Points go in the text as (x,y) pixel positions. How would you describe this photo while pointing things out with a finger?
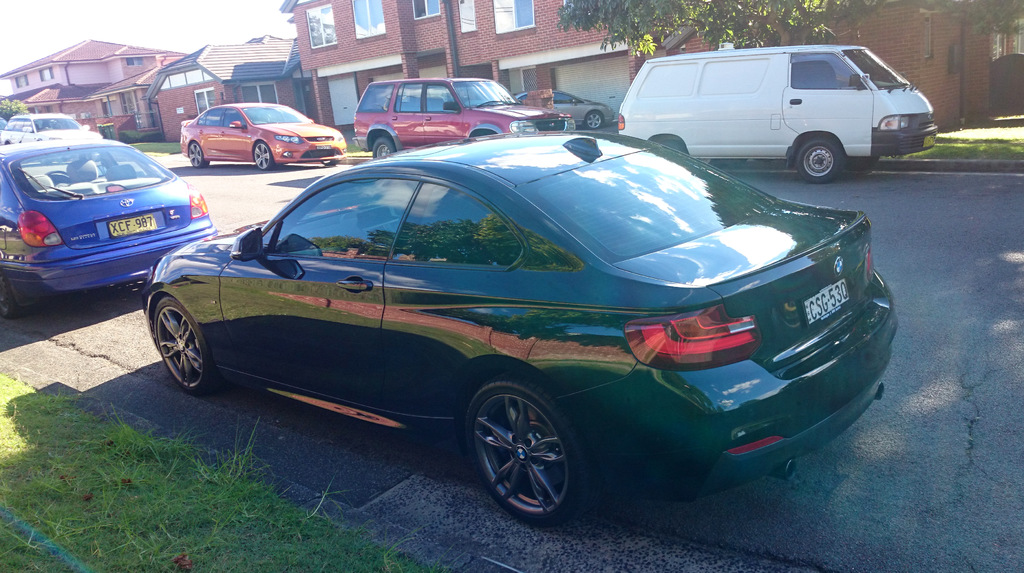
In this picture we can see the black car (395,249) is parked on the road side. Behind we can see some cars (218,126) and brown buildings (425,26).
